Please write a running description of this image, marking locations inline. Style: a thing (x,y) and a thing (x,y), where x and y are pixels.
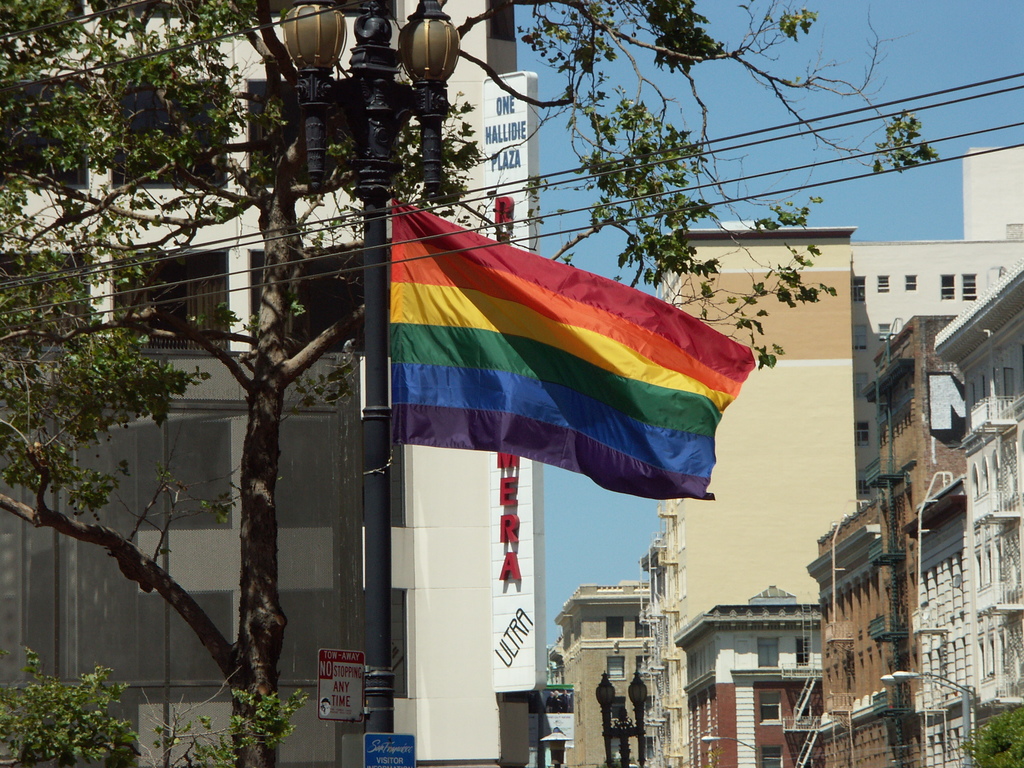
In the image we can see there are lot of buildings (481,628) and there is a street light pole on which there is a multi colour flag (524,318). There is a tree (632,260).
